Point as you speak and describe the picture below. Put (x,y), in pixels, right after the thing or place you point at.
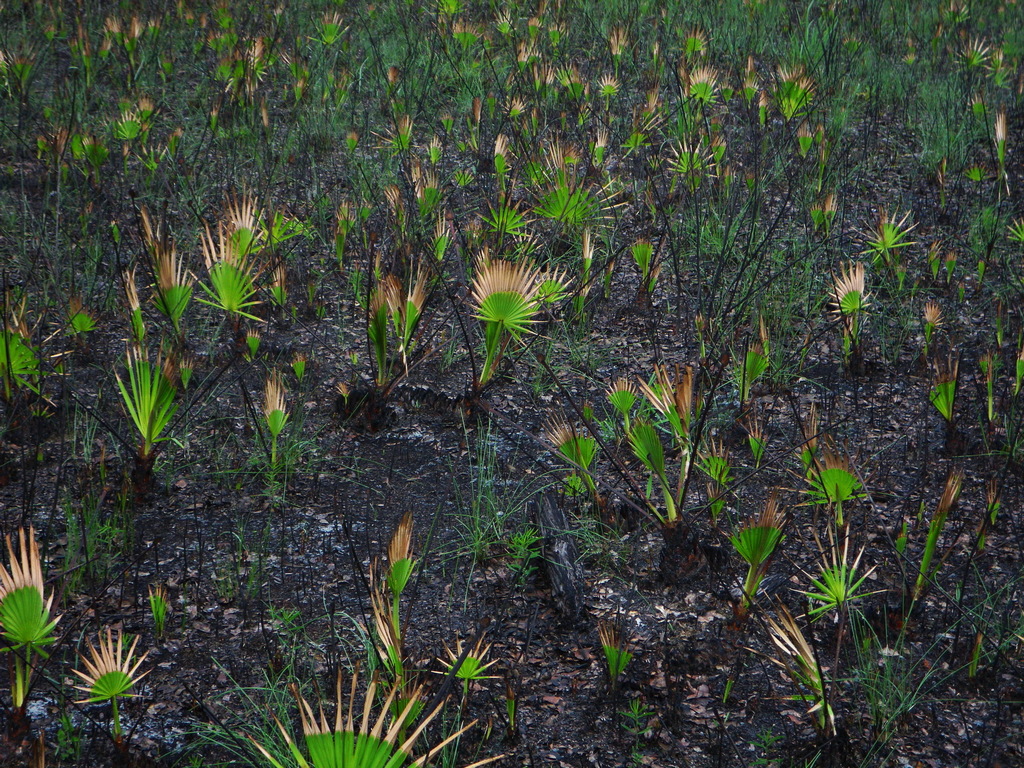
These are the green plants (616,385) and this is the soil (383,482).
